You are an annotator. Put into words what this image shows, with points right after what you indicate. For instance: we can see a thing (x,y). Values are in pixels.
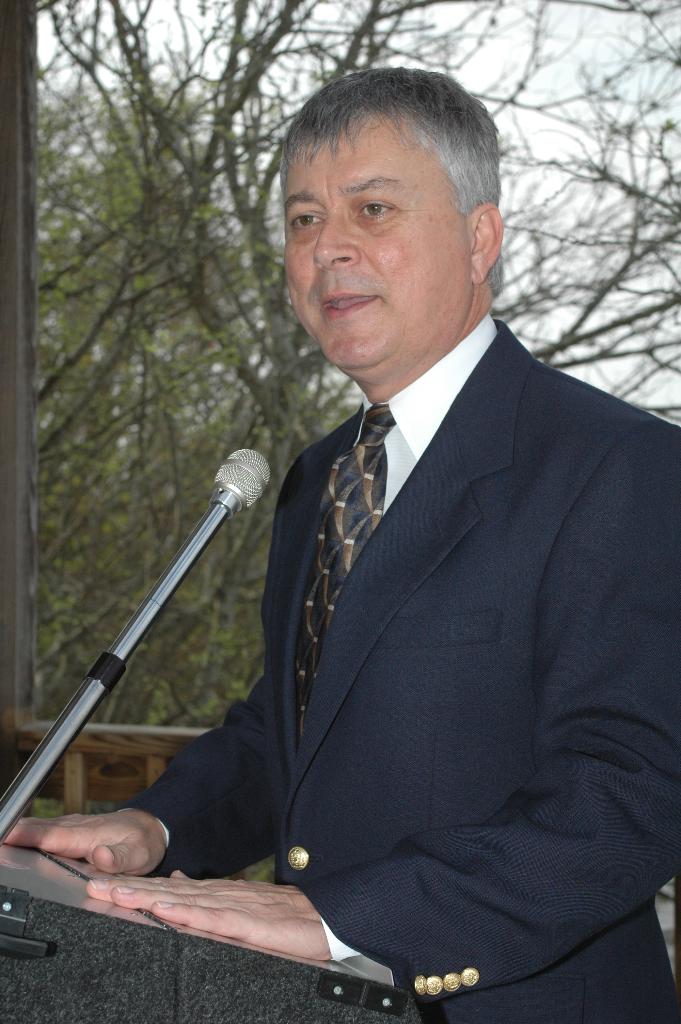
In this image we can see a person (400,447) standing in front of the podium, on the podium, we can see a mic (239,458), there are some trees (231,319) and also we can see the sky (443,32).
